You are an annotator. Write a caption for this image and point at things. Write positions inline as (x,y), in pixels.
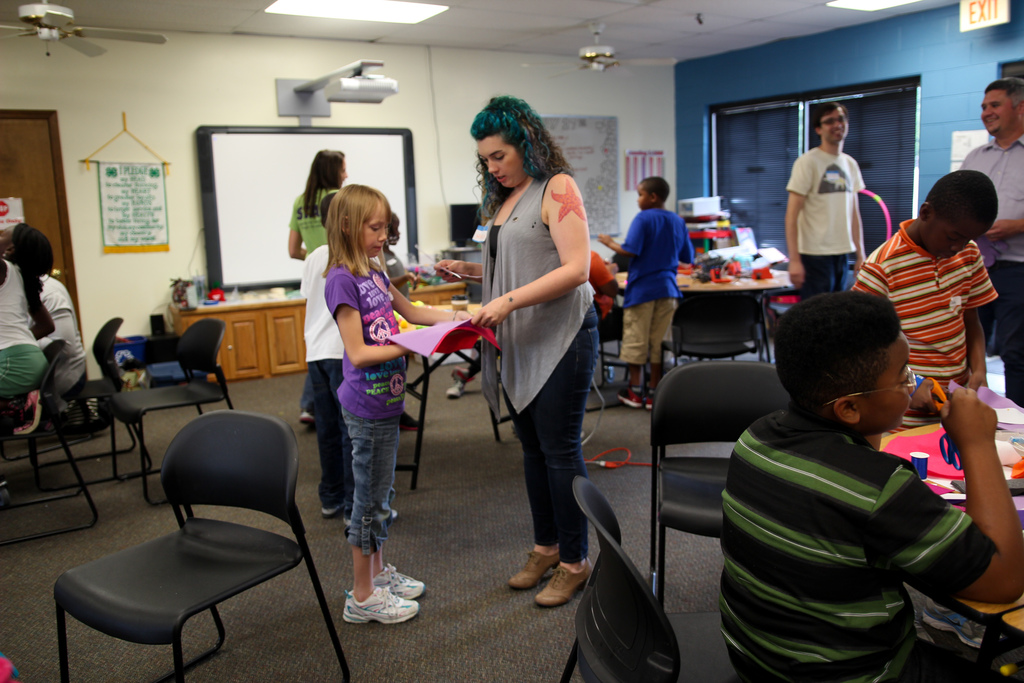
Here we can see some persons (914,302) are standing on the floor (233,648). These are the chairs (617,321) and there are tables (721,287). There are some persons (794,624) sitting on the chairs (727,472). On the background (209,92) there is a wall (212,88) and this is board (403,198). This is fan (61,21) and there is a door (26,136). Here we can see posters (653,170) and this is fan (603,60). There is a light (407,17).
